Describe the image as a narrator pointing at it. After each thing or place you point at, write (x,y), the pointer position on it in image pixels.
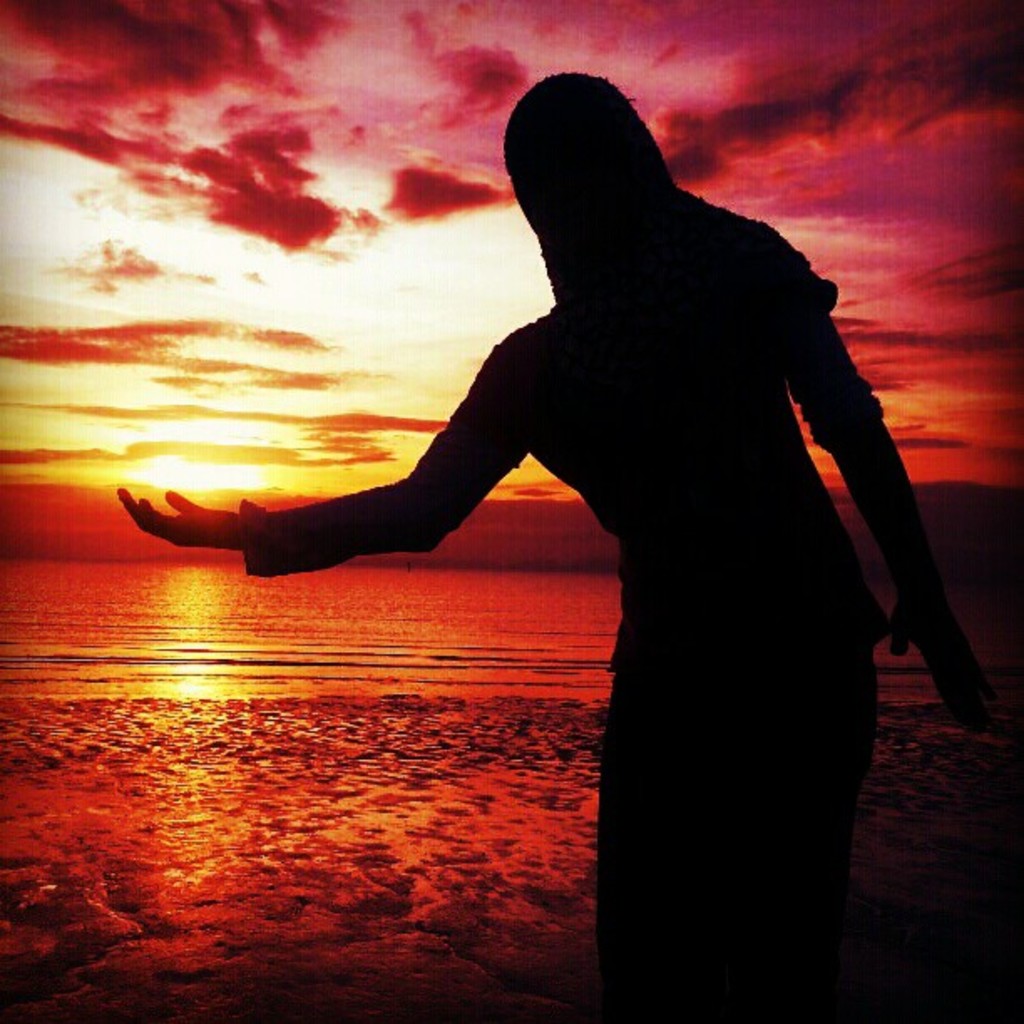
In the center of the image (604,376) we can see one person (594,480) standing. In the background (896,213), we can see the sky (276,167), clouds (264,118), sun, water (380,677) and a few other objects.
